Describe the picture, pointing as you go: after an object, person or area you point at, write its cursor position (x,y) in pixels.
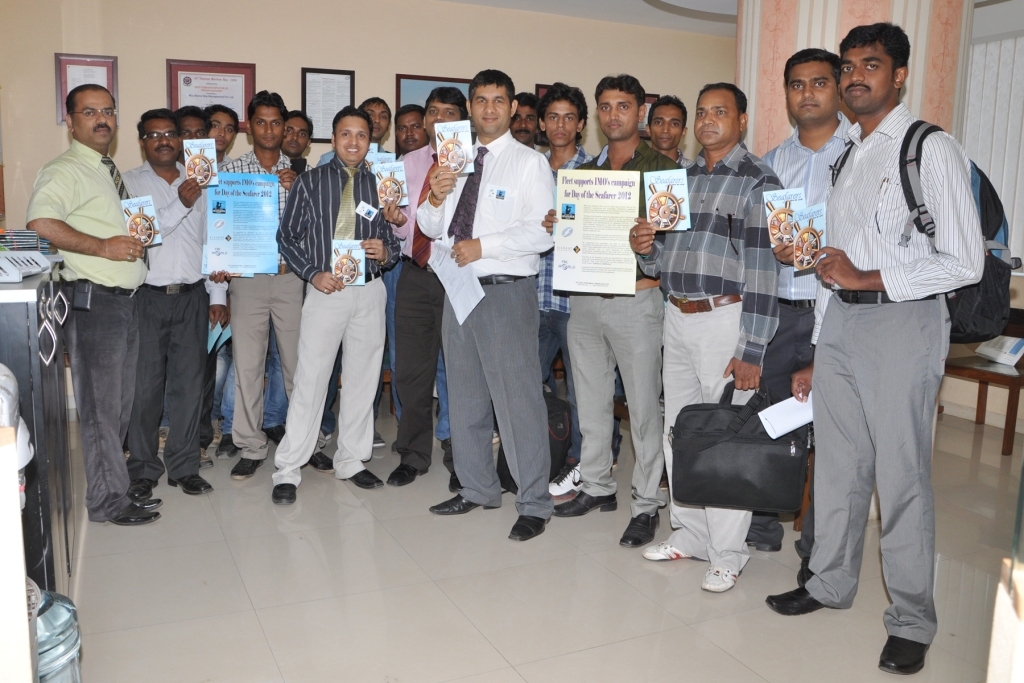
In this image, we can see people (594,349) and are holding books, papers (593,277) and some other objects (803,465) and there is a person (883,246) wearing a bag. In the background (272,63), we can see some boards (216,77) on the wall (264,77) and there is a chair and there are some objects (60,647) and a stand (45,496). At the bottom (370,559), there is a floor (279,548).
